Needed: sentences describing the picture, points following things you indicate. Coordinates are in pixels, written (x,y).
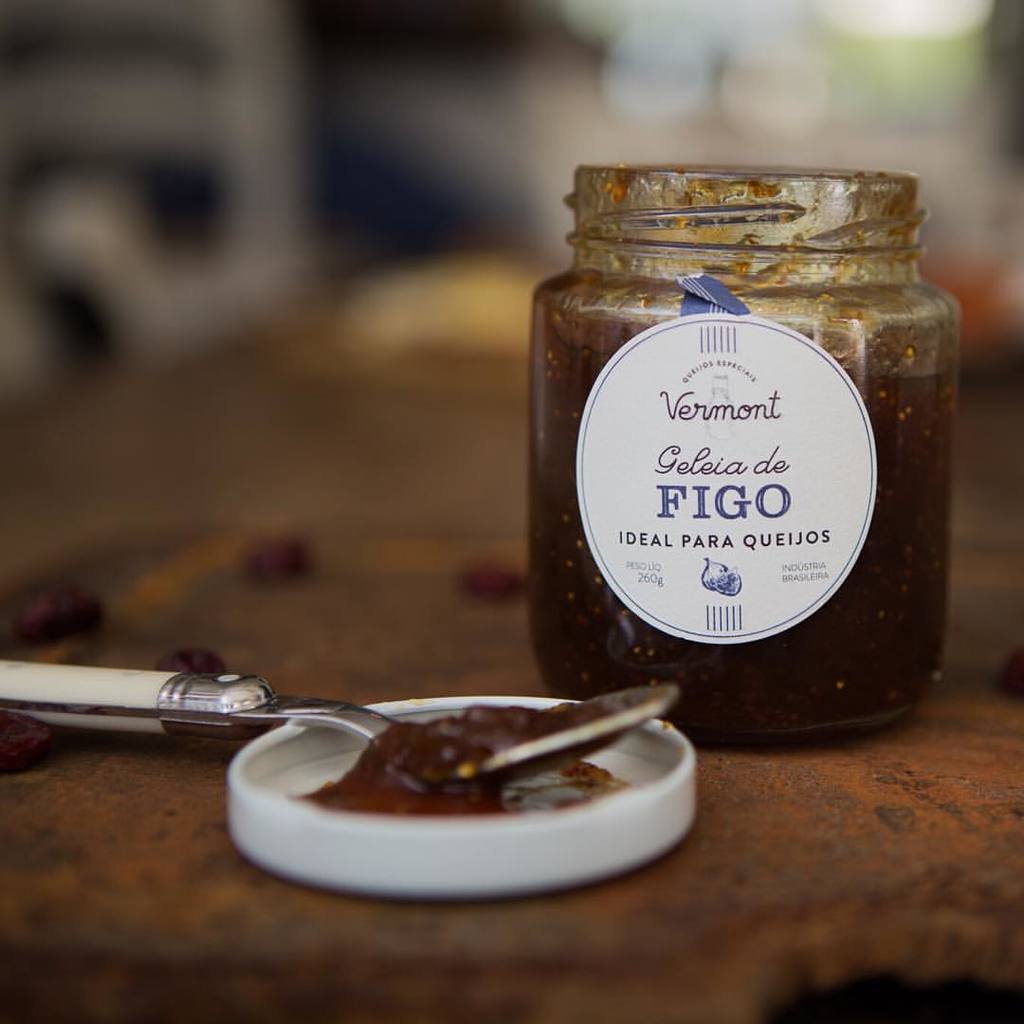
In the center of the image (640,393) we can see jar (740,483), spoon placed on the table (324,570).
